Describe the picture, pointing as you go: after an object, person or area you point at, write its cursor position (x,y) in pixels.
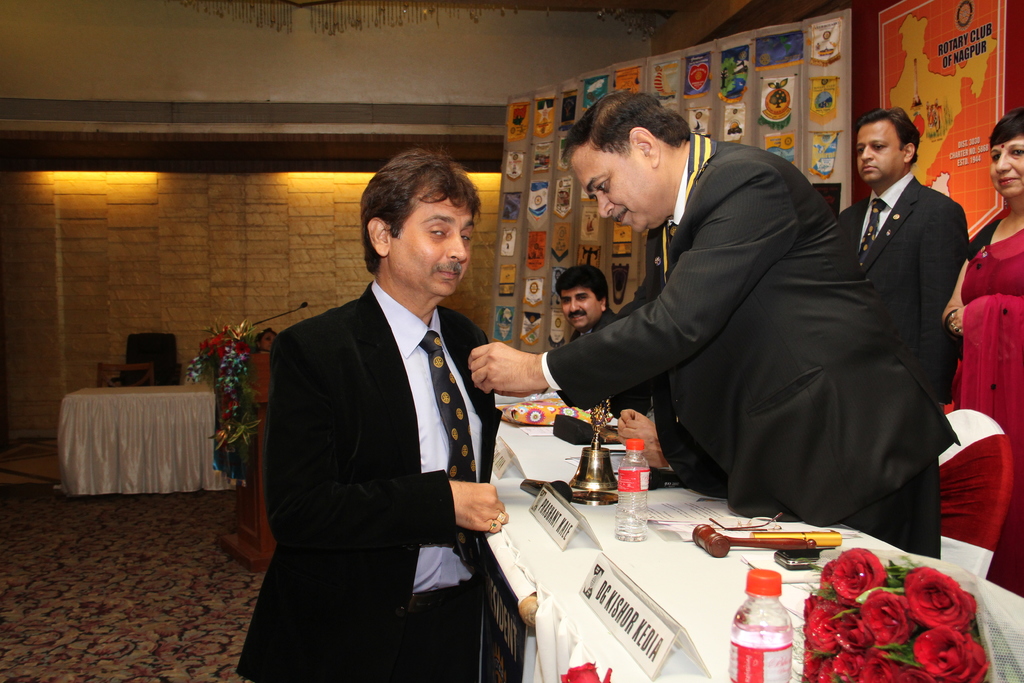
In this image we can see a group of people (499,359) standing behind a table (529,662), one among them is holding another person's jacket (455,343) who is standing in front of him, there are water bottles (759,657), name plates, a bouquet (909,666) and a few objects (568,408) on the table (634,554), behind them there are posters (707,65) which contains, images (903,63), text (944,51) and logos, in the background (154,435) there is a table (159,423), chair (157,382), podium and lights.
